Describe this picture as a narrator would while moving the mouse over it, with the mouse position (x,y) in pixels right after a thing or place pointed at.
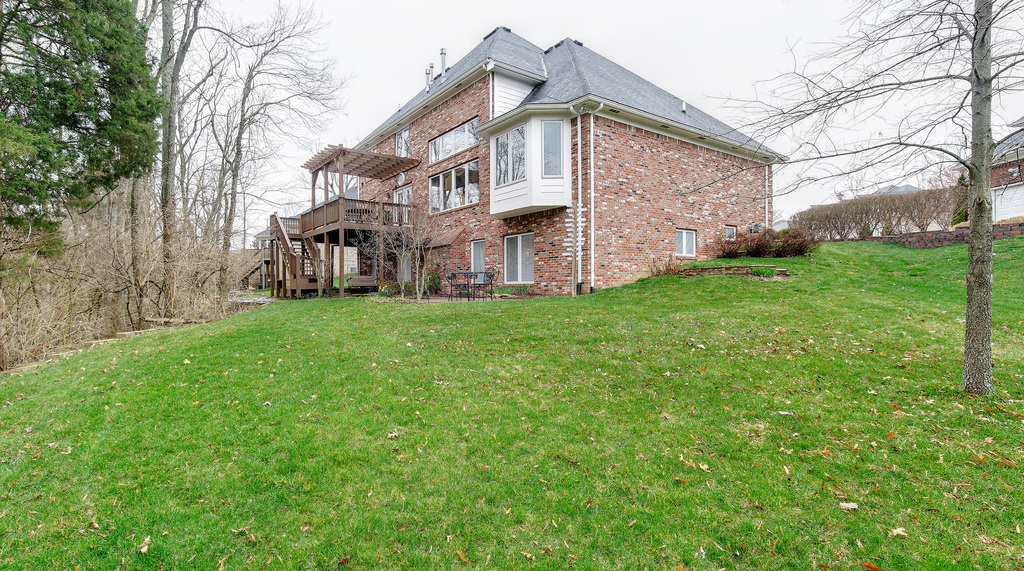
In this picture we can see some houses (455,208) and side we can see grass (144,398) and trees (140,276).
